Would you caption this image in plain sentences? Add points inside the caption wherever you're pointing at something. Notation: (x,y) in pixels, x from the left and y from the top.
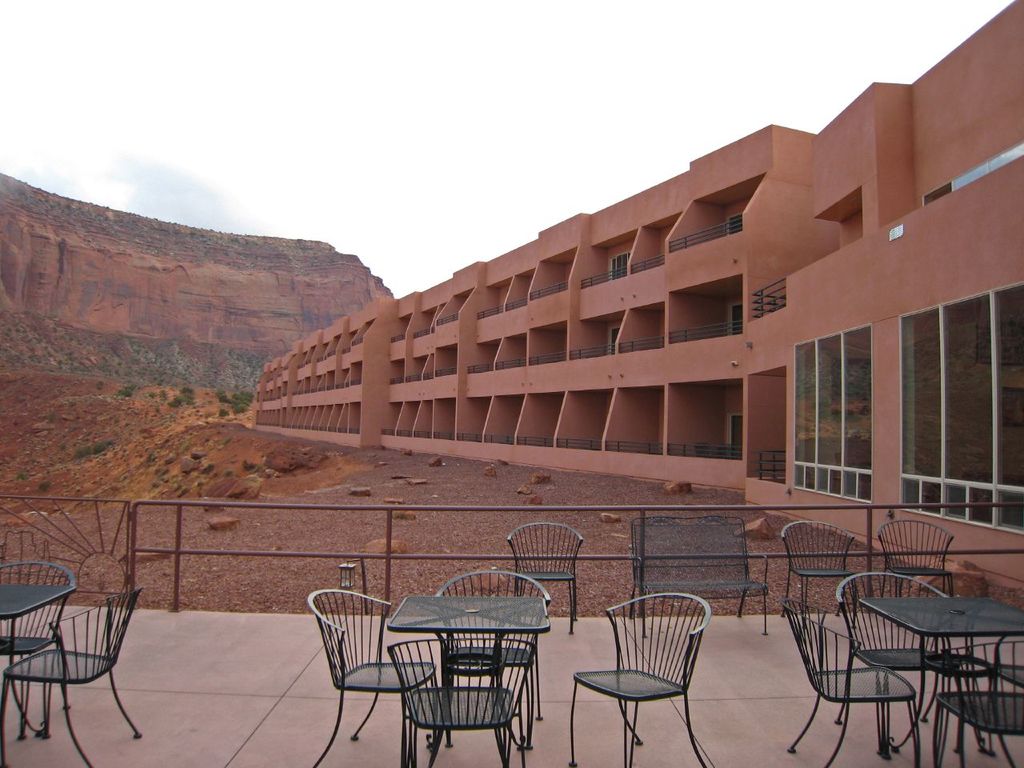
At the bottom of the picture (474,601), we see the chairs (463,693), table (462,601) and a bench (713,591). Behind that, we see the railing (177,535). Behind that, we see the stones (276,473). On the right side (976,387), we see a building (671,379) in brown color. There are trees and a hill (125,359) in the background (177,296). At the top (450,103), we see the sky (456,79).
